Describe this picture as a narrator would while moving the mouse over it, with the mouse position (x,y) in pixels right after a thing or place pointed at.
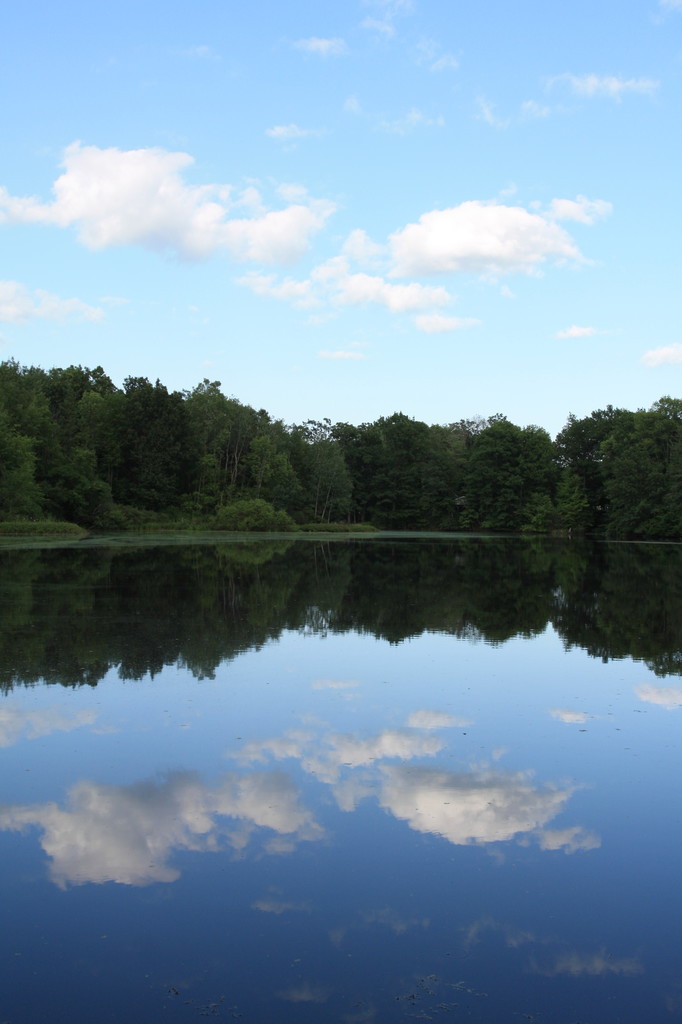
In the image in the center (287,557) we can see water (87,560), grass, trees (667,498), sky (663,270) and clouds (342,279).
